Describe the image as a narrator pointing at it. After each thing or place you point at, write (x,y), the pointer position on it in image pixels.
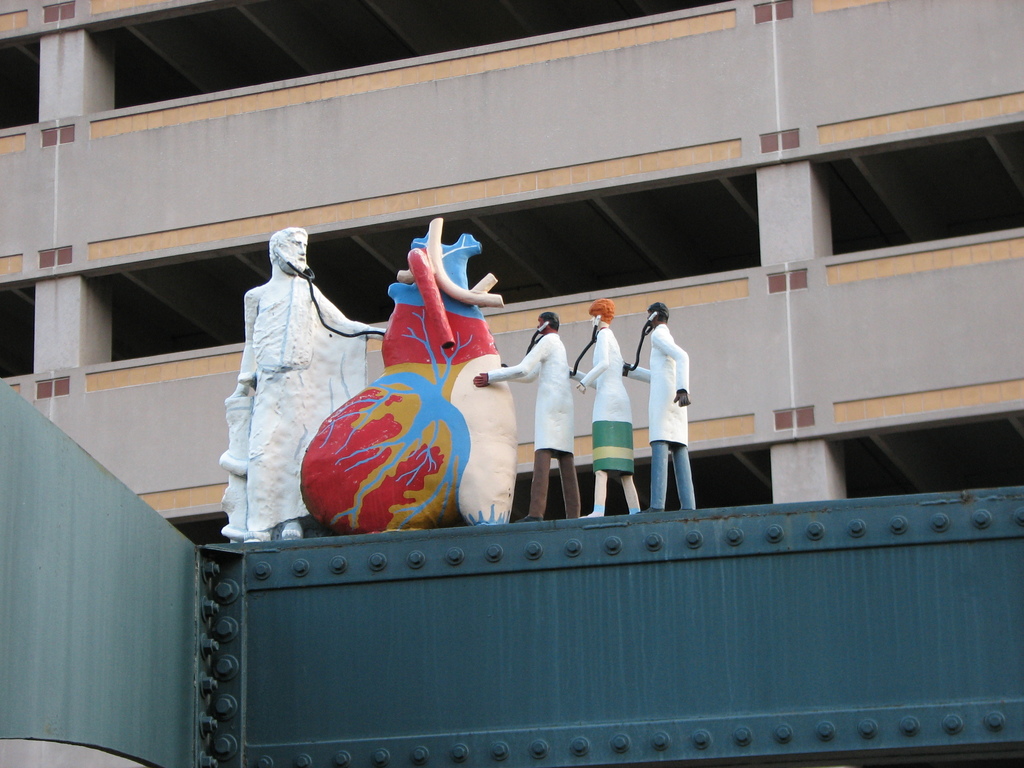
Here I can see a wall (453,589) on which I can see the statues (565,415) of persons (334,396) and a heart (430,348). In the background (104,238) I can see a building (649,230).
